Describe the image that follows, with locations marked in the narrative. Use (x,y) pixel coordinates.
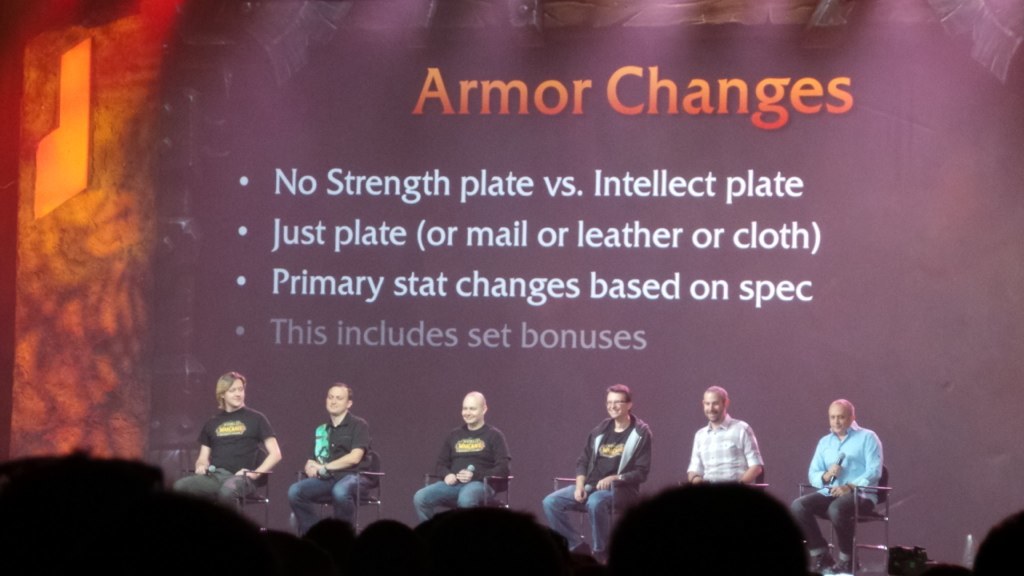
In the image there are a group of people (867,486) sitting on the chairs (867,486) on stage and in front of them there are audience (169,495) and behind the people (232,378) there is a banner (851,288) with some text (445,112).
